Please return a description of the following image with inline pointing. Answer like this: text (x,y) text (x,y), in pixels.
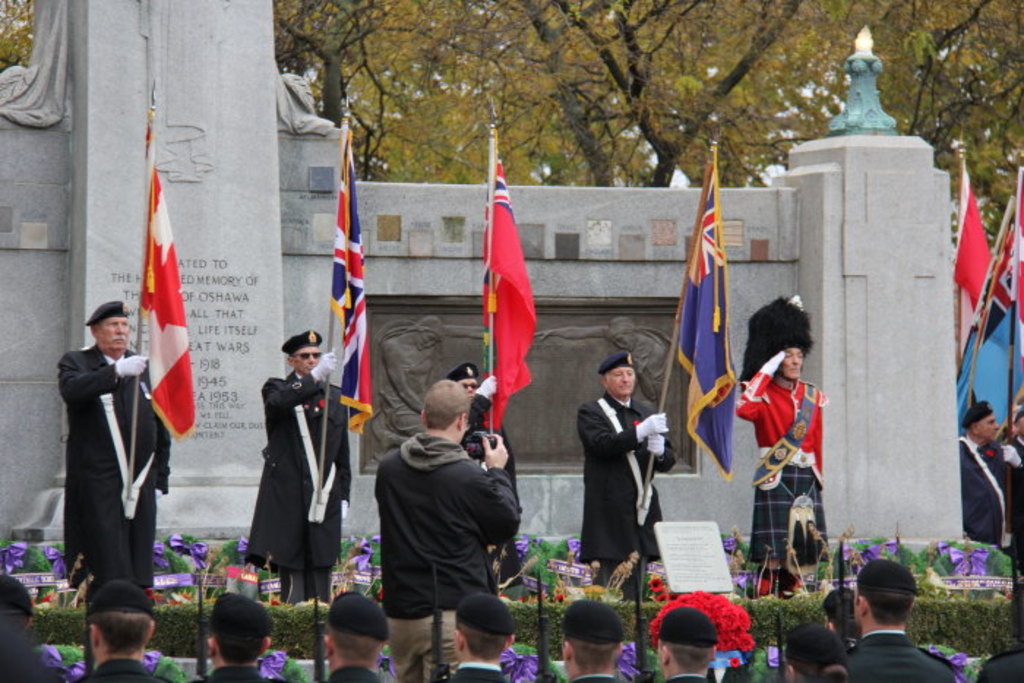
In this picture there are some military soldier (164,448) standing in the front (110,391) and holding the flags (514,307) in the hand (643,425). In front (464,565) we can see a man (461,504) wearing black jacket (442,534) is taking the photographs. Behind there is a granite wall (221,224) and pillar (882,307). In the background (779,26) there are some trees (721,84).
